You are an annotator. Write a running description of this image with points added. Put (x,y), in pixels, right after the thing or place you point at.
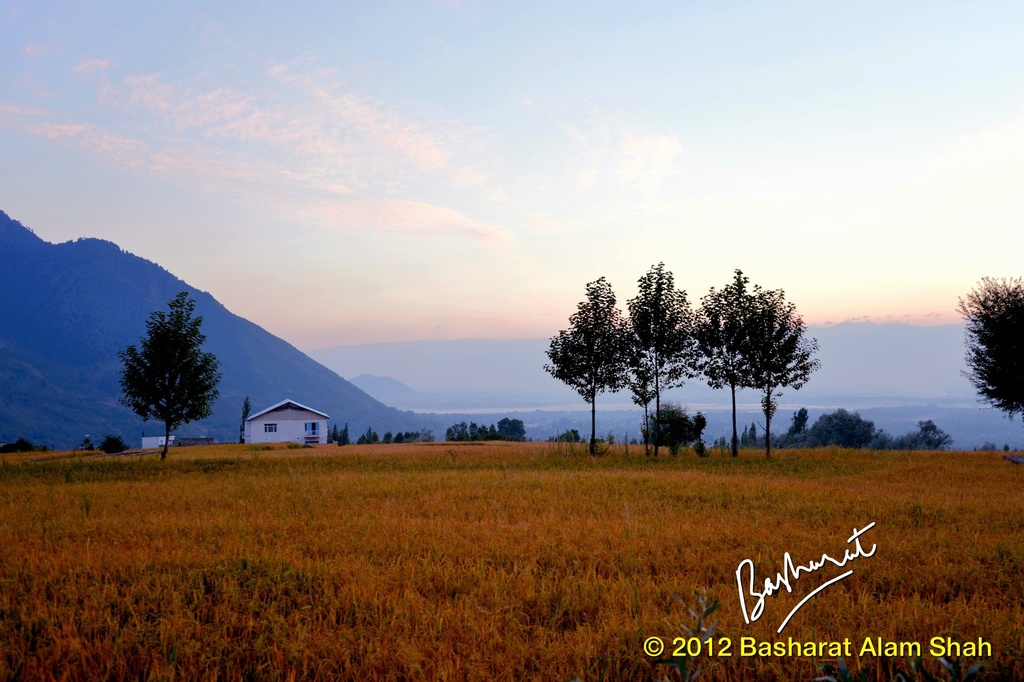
In this picture we can see grass (451,570) at the bottom (735,455), there are some trees (192,391) and a house (319,413) in the background (293,434), there is the sky (452,168) at the top of the picture (398,111), on the left side (132,297) there is a hill (116,288), we can see some text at the right bottom (868,650).
